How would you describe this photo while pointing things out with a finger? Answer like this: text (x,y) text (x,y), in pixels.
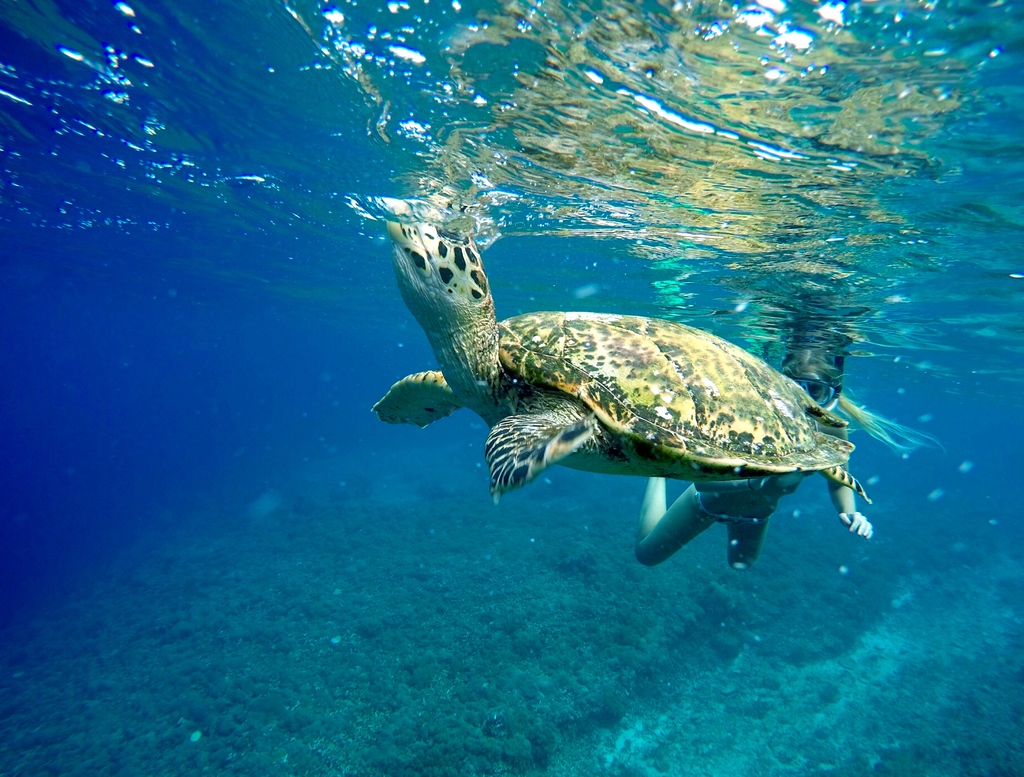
In this picture I can see a turtle (456,398) and a person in the water (385,353).
